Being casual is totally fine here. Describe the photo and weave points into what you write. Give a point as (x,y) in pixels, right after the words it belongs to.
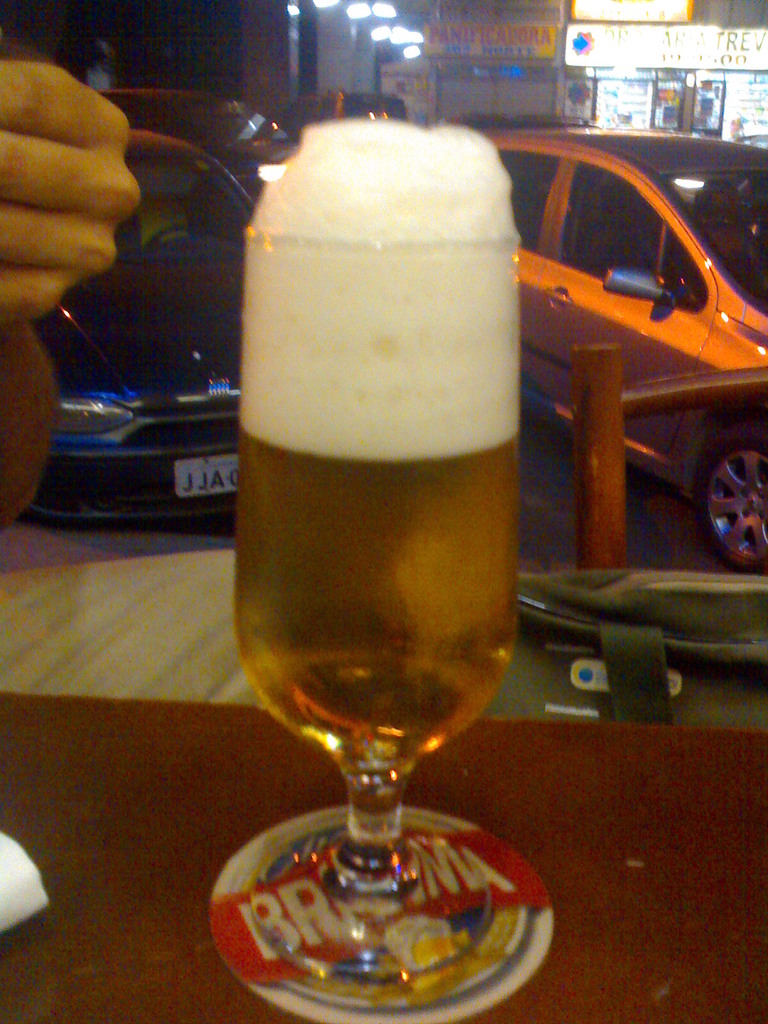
In this image, we can see a wine glass (374,712) with liquid (409,558) is placed on the surface (655,1023). Background (492,131) we can see few vehicles (730,195), stalls (749,77), hoardings (567,32), lights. Left side of the image (37,367), we can see a human hand (5,450) and some white color object (15,885).
